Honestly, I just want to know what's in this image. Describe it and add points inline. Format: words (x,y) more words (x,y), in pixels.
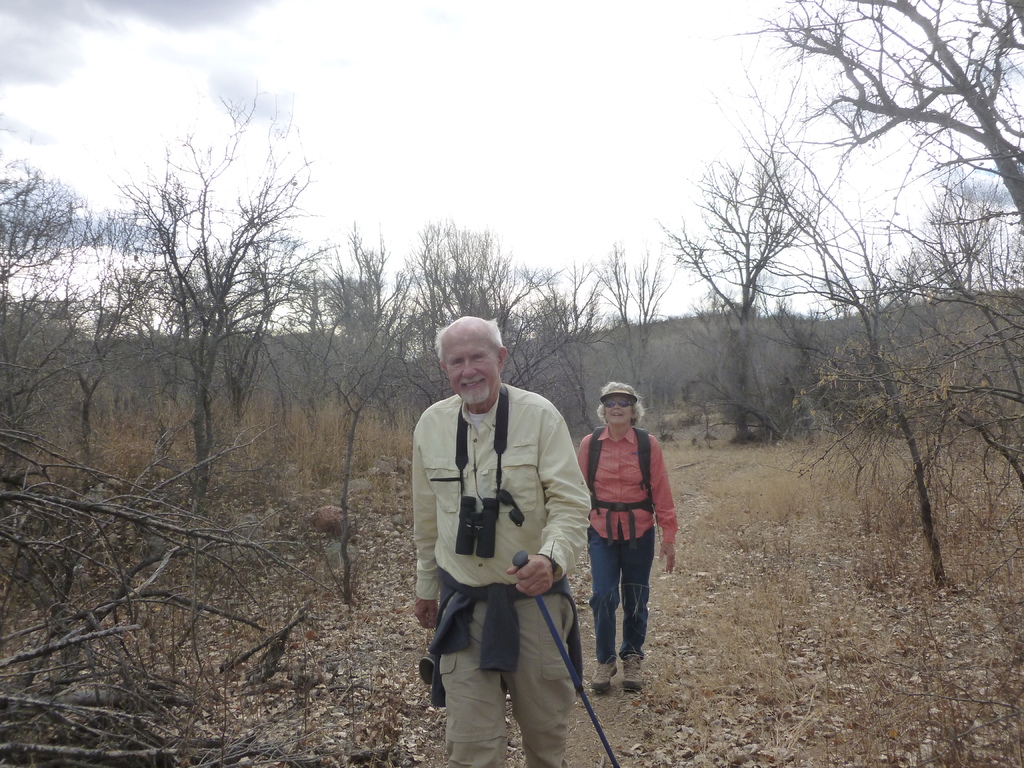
In this image, I can see trees (970,311), grass (790,516) and two persons (524,508) standing. In the background (445,113), there is the sky (552,103).
